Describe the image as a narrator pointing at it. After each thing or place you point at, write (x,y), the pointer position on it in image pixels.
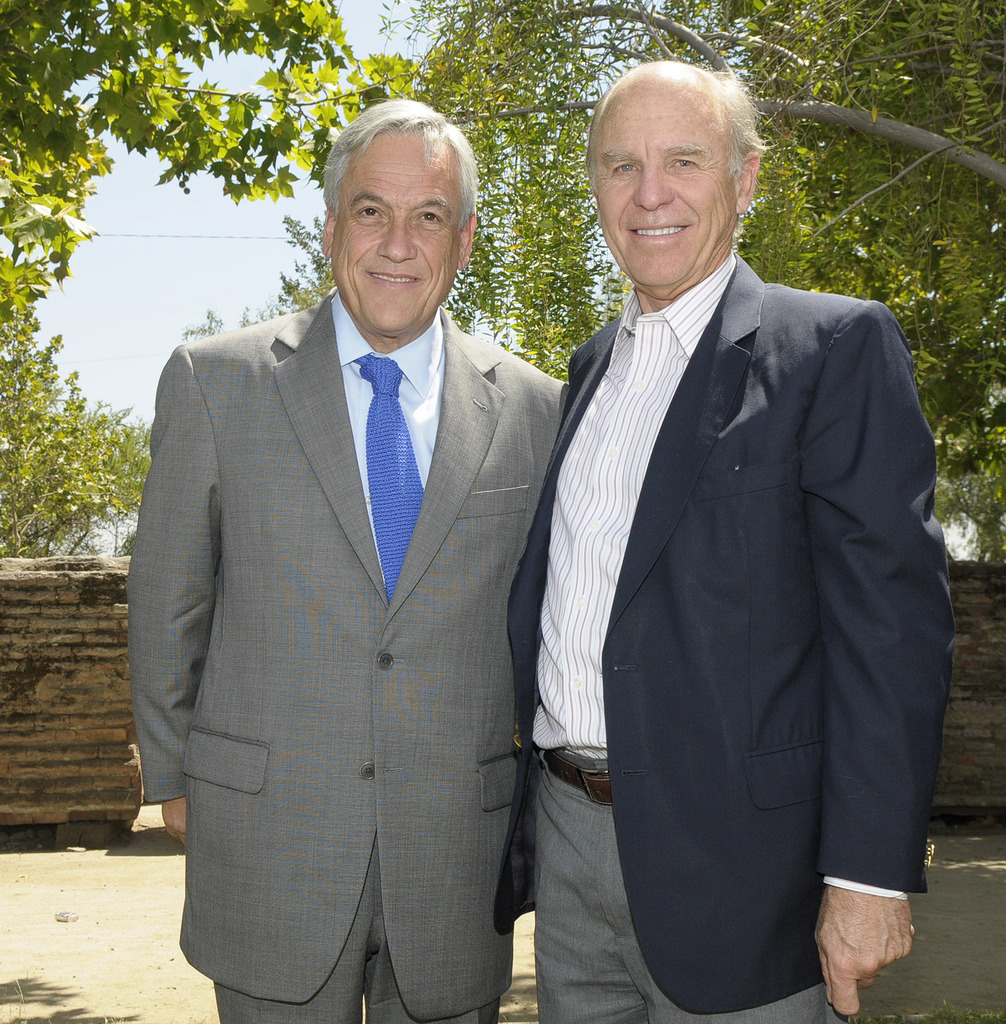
In this image I can see two men (522,519) are standing and smiling. These men (562,586) are wearing suits (509,596). In the background (473,279) I can see trees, a wall (124,642) and the sky (133,219).
